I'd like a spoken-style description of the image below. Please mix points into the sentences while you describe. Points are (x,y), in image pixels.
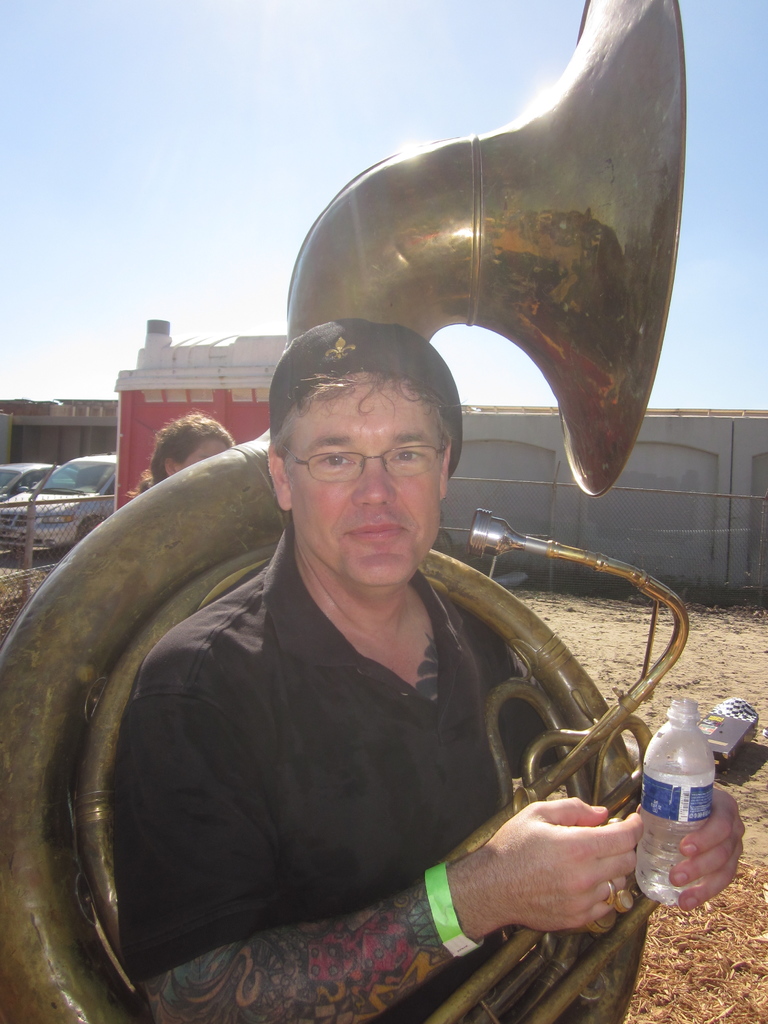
In this Picture we can see a man (370,551) wearing black t-shirt (391,778) with black cap (340,350) on the head (284,433) standing and smiling giving the pose for the photo. Holding a water bottle (669,860) in the left hand (678,864) and a big golden sousaphone (468,216) in this arm (494,857). Behind we can see the grey color wall (735,490) with iron fencing (76,525) and some parked car (45,532) and a blue clear sky (176,275).
